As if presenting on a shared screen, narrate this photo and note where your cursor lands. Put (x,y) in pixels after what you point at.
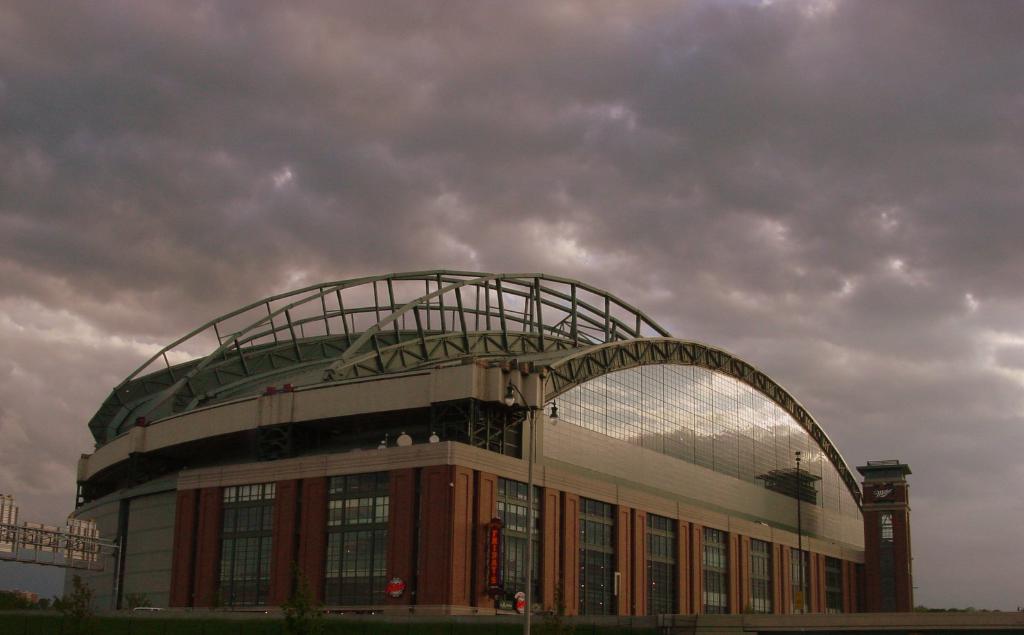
In this image we can see a building (372,518) with glass walls (343,518), pillars (560,540) and arches (415,333). Also there are lights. At the bottom (83,626) there are plants (281,621). In the background (419,189) there is sky (810,275). On the left side (32,547) there is railing (58,538).
